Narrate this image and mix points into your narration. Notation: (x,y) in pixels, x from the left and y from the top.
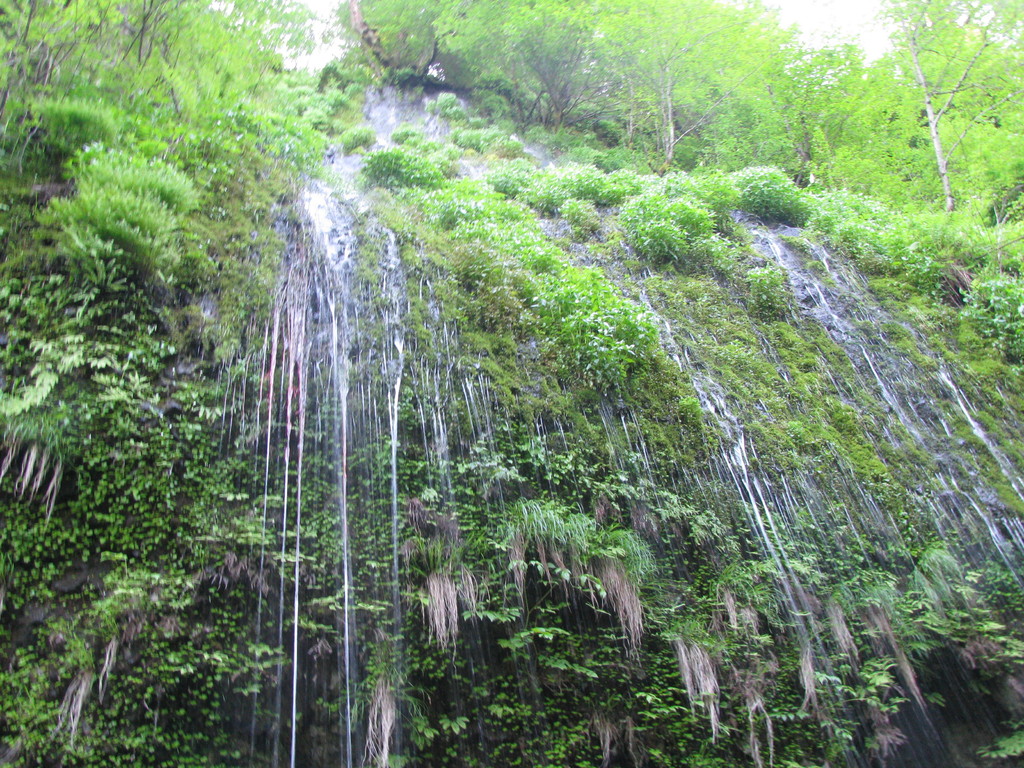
In the picture I can see the waterfall (880,457) and trees (564,70) on the hills (744,412).
